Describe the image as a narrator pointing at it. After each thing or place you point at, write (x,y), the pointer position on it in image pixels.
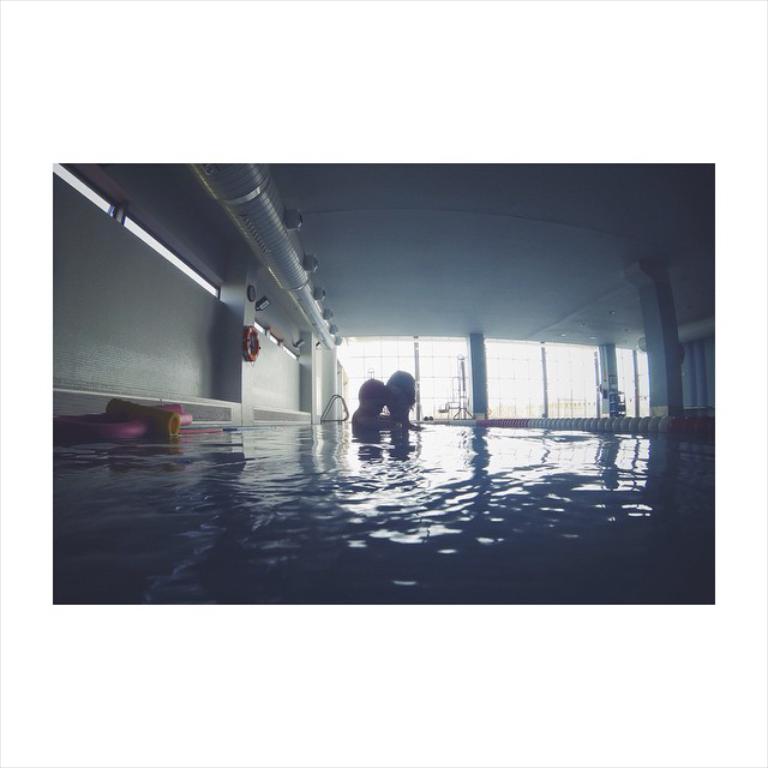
In this image I can see inside view of a building (448,259) and I can also see a swimming pool (389,501). In the pool (400,473) I can see two persons (388,426) and few other things (548,419). On the left side of the image (247,222) I can see a tube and few other things (249,293) on the wall (233,307).
